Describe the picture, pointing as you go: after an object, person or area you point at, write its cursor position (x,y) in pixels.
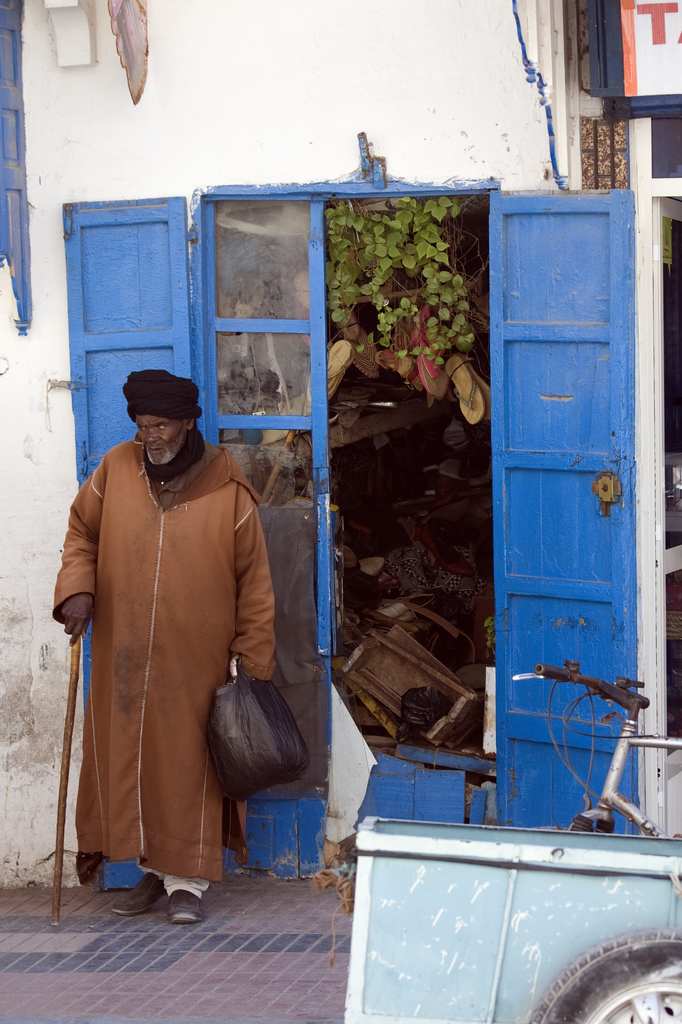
In this image we can see a person (146,669) wearing brown color dress (194,684) holding stick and cover (253,773) in his hands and in the background of the image (250,357) there is a wall (174,167), door (588,310) through which we can see some plants (427,289) and on right side of the image (560,826) there is bicycle (676,743).
